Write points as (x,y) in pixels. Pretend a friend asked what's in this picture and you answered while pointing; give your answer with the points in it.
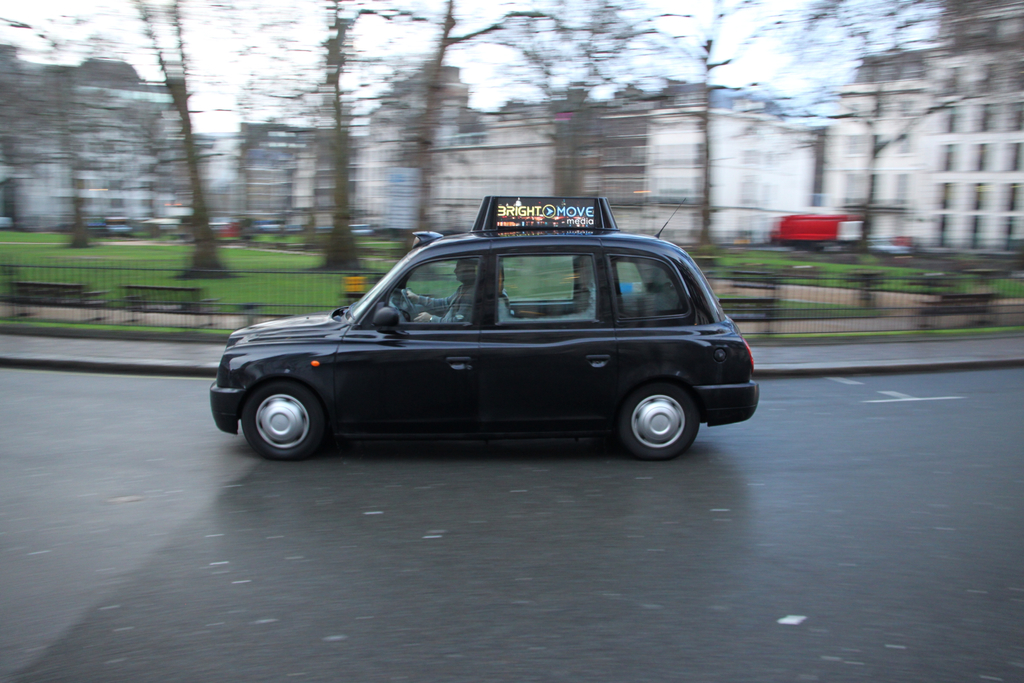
In this image we can see a black color car (425,398) on the road (575,580). In the background of the image (475,209) there are buildings (508,188), trees (197,275), fencing (256,290).
